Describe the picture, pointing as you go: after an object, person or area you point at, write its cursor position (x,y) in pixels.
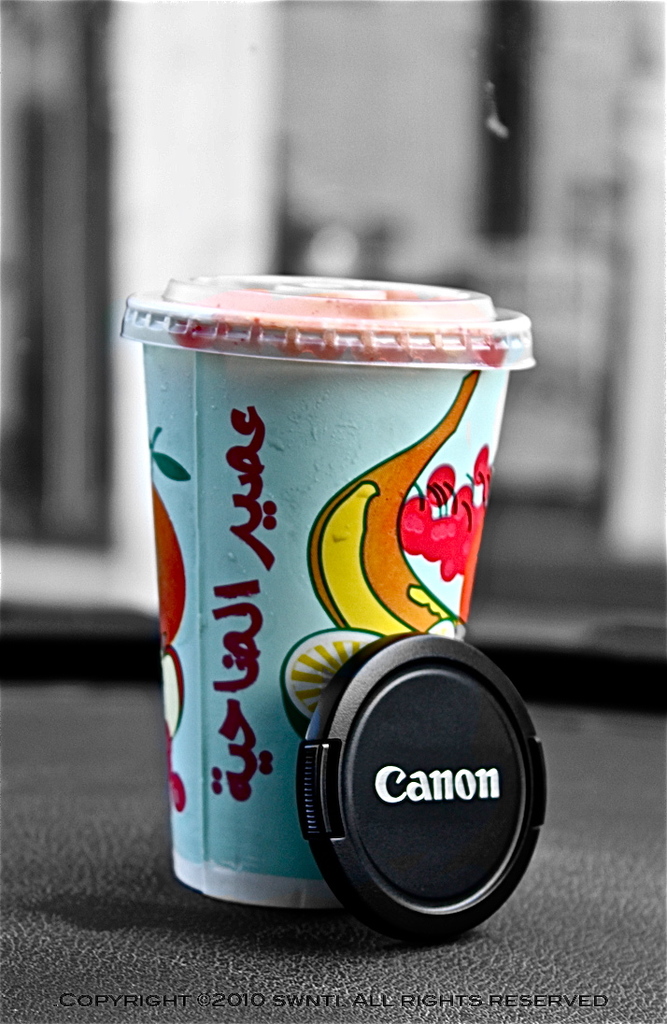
In this picture there is a disposable glass (205,591) and in the background (202,77) there is a window (254,194).
